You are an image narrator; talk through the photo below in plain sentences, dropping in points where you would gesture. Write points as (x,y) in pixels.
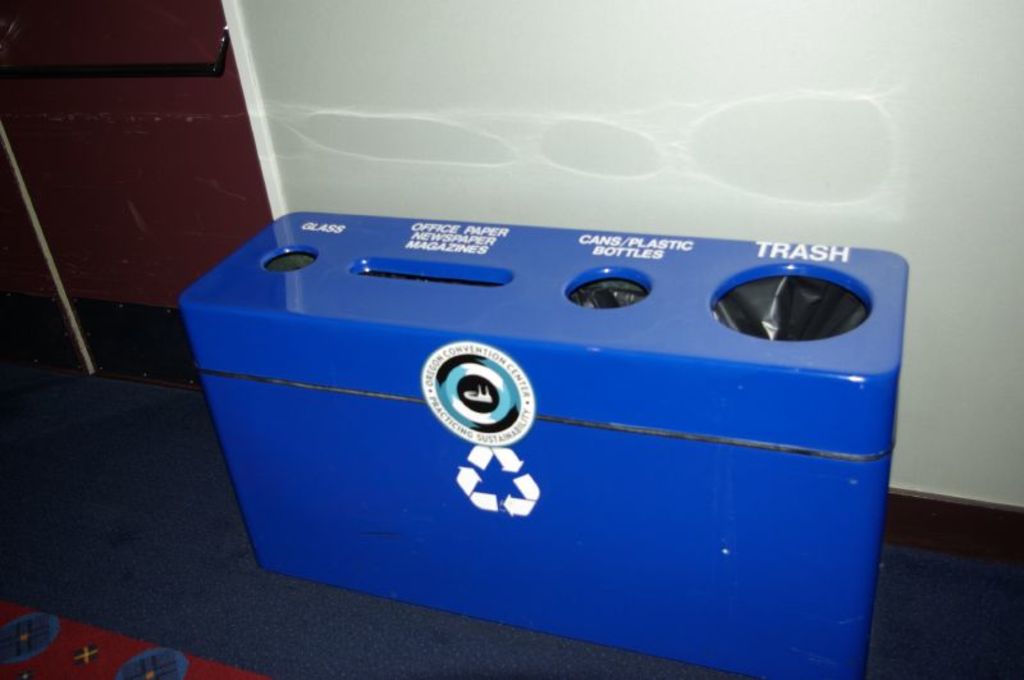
In this image we can see an object (437,492). We can see some text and a logo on the object (418,538). There is an object (502,449) on the floor (136,678).
